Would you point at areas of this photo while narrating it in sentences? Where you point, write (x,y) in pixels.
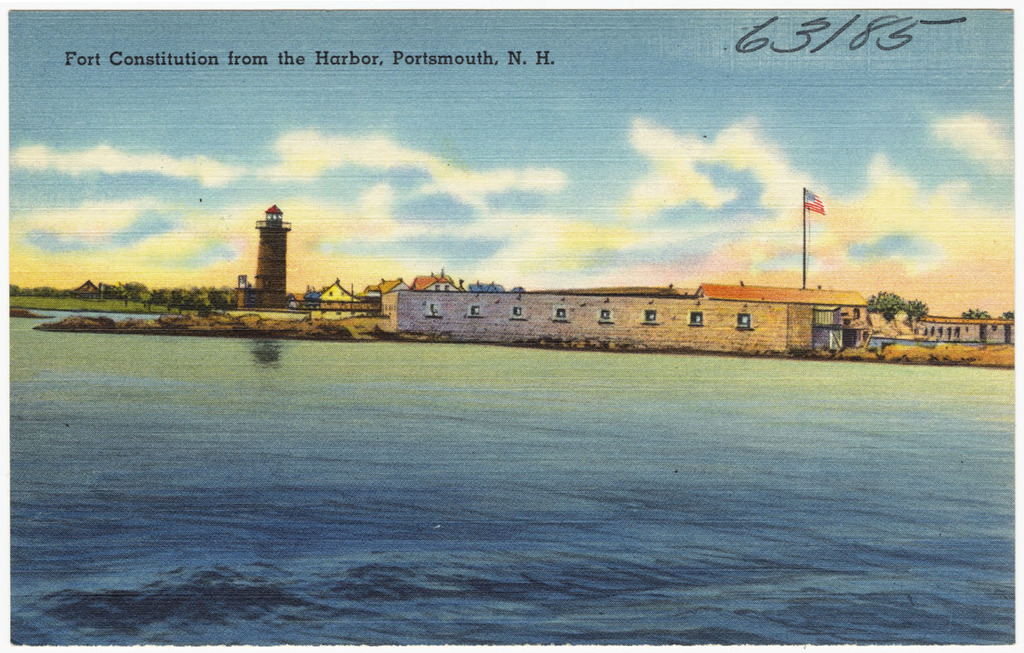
Here in this picture we can see a poster (933,469), in which in the front (624,425) we can see water (208,418) present over a place and in the far we can see a light house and other houses (937,326) present and on the right side (804,287) we can see a flag post (803,260) present on a house (816,291) and we can also see plants (208,304) and trees (208,304) present on the ground (271,316) and we can see clouds (374,206) in the sky (397,267).
